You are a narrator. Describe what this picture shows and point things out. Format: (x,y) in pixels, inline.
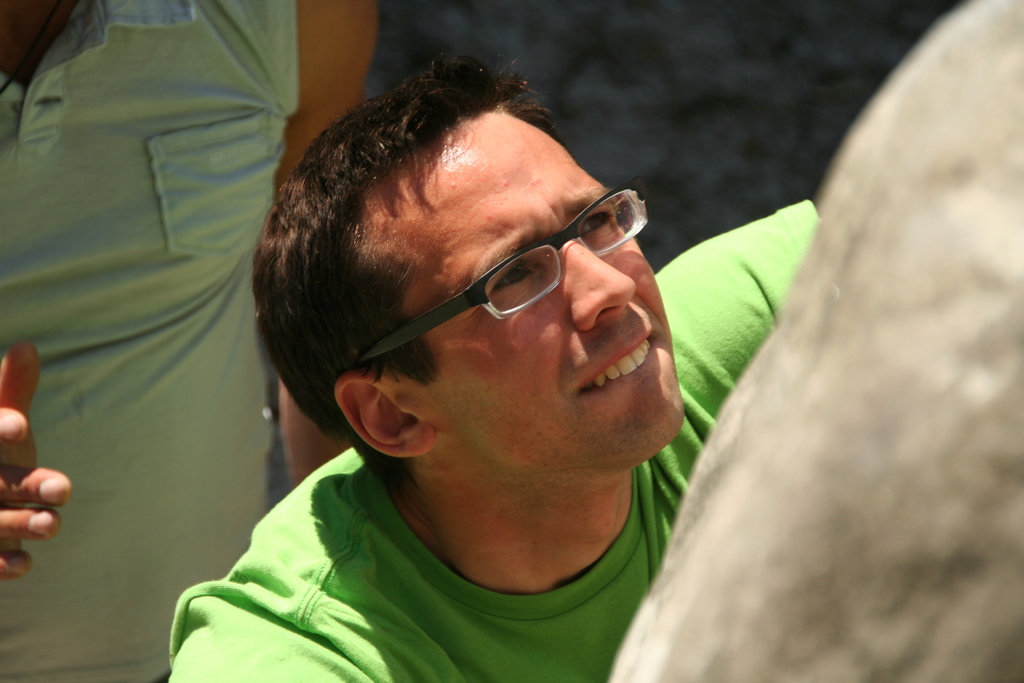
In this image there are people (268,64), but we can see only one person face (479,180).
